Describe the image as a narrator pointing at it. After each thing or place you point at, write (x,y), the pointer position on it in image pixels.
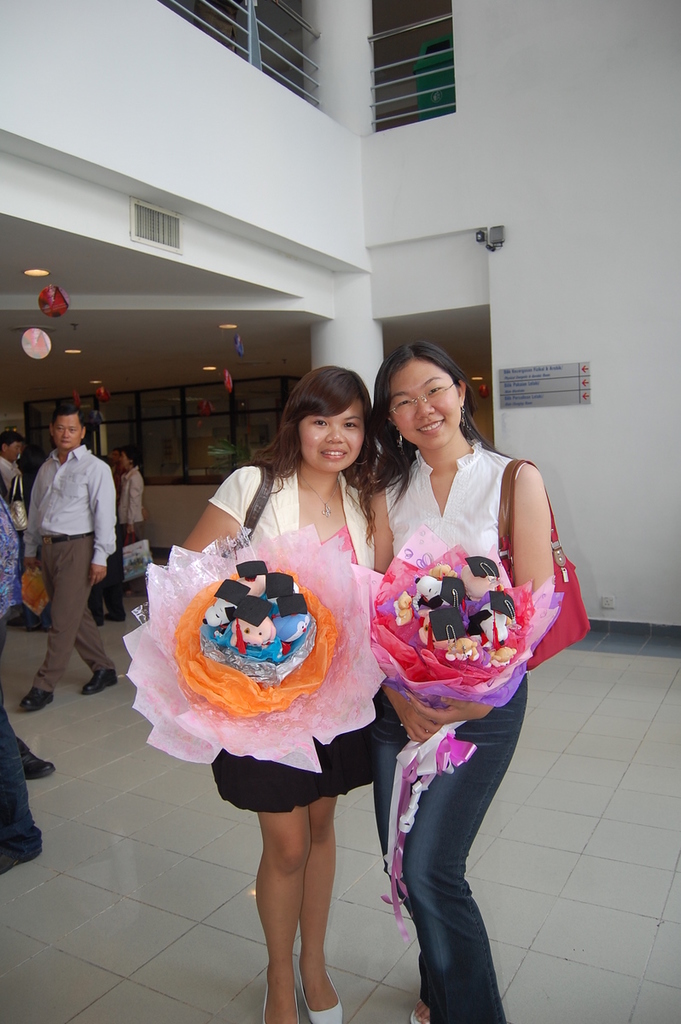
In this image, we can see persons (92,485) wearing clothes (92,485). There are two persons (270,470) in the middle of the image (404,425) standing and holding bouquets (417,601) with their hands (468,705). In the background (616,520), we can see a building (382,135).
